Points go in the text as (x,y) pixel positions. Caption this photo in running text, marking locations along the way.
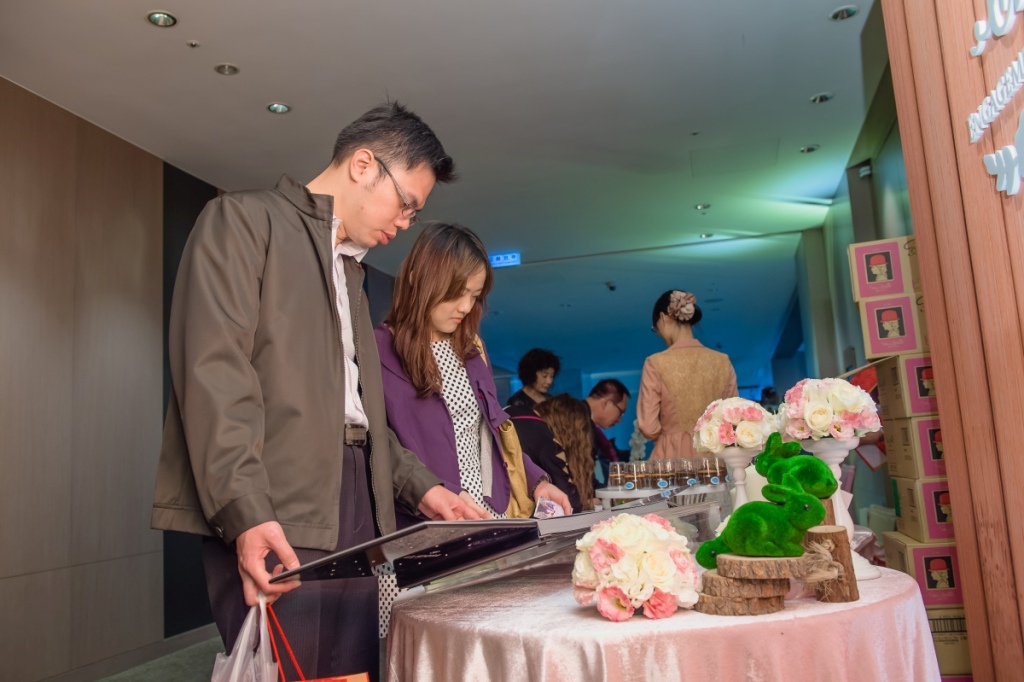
In this image, we can see people (326,342) and some are holding objects (544,504) and bags (248,635) and we can see some vases (837,501), toys (770,514), a book (523,530) and some other objects (627,556) on the tables (592,624). In the background (892,360), there are boxes (936,414) and we can see some text (1008,89) on the board (943,269) and there are lights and there is a wall (29,428).
